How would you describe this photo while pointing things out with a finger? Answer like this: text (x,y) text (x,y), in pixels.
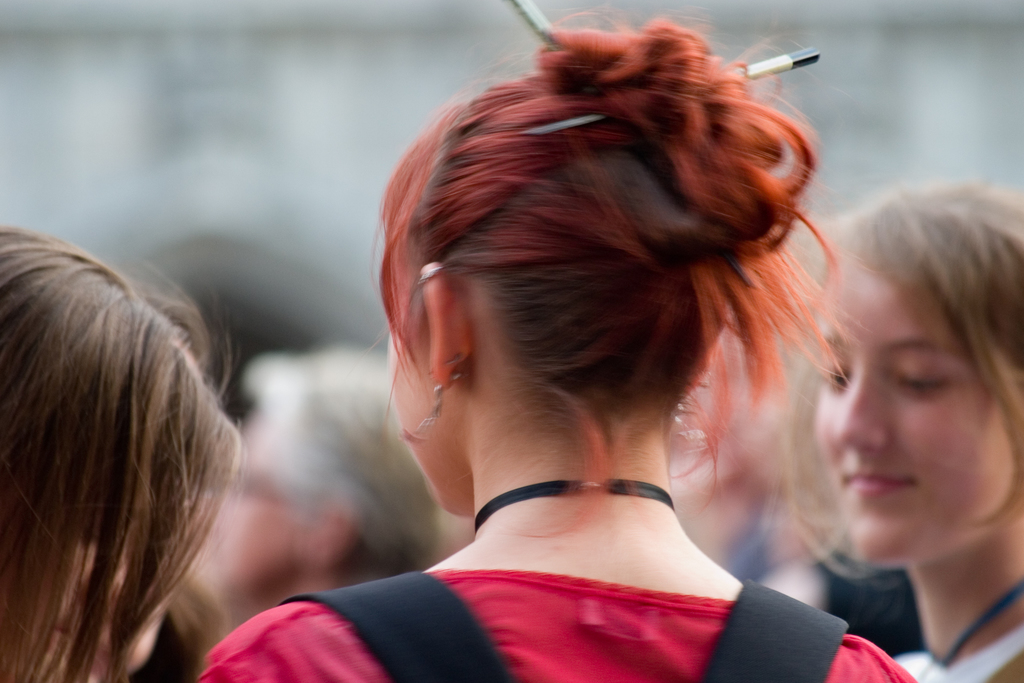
In this image I can see group of people (116,448). In front (610,611) the person (557,593) is wearing red color dress (701,626) and I can see the blurred background (108,140).
